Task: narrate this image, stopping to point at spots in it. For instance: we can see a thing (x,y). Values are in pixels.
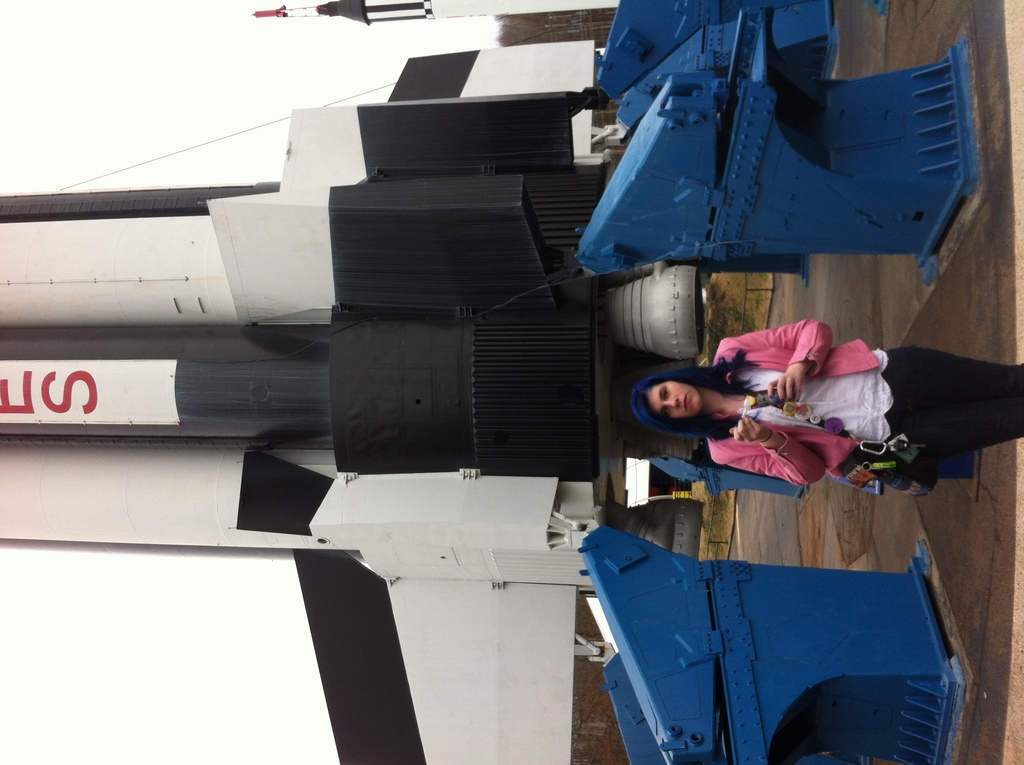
On the right side of the image (863,440) there is a lady (877,415) standing. Behind her there is a rocket (196,245). And also there are blue color things (696,583) on the ground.
